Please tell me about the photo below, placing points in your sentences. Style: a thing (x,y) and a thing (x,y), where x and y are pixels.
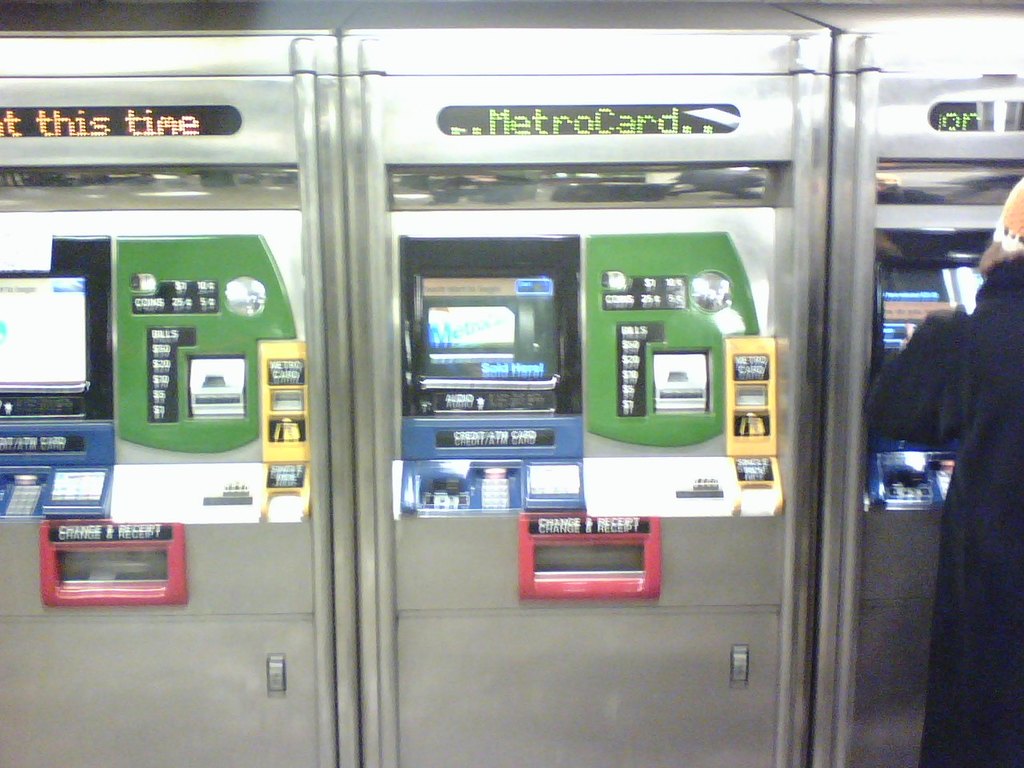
In this image we can see automatic ticket vending machines (645,450). On the right (976,425) there is a person (976,476).
